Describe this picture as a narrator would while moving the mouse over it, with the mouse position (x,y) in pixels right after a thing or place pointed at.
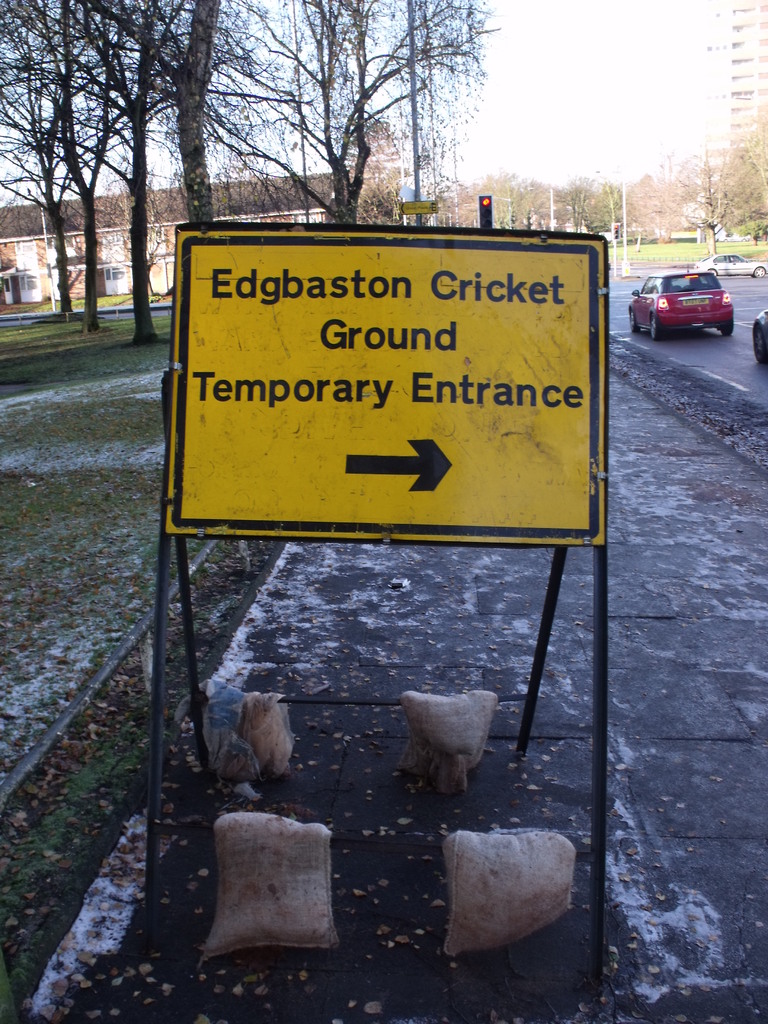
In this image we can see the board (419,393) with the text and there are bags (425,761) on the ground (325,639). And there are vehicles (697,310) on the road (701,348). At the back (617,195) there are buildings (718,77), trees (637,216), grass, street light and the sky (482,103).
